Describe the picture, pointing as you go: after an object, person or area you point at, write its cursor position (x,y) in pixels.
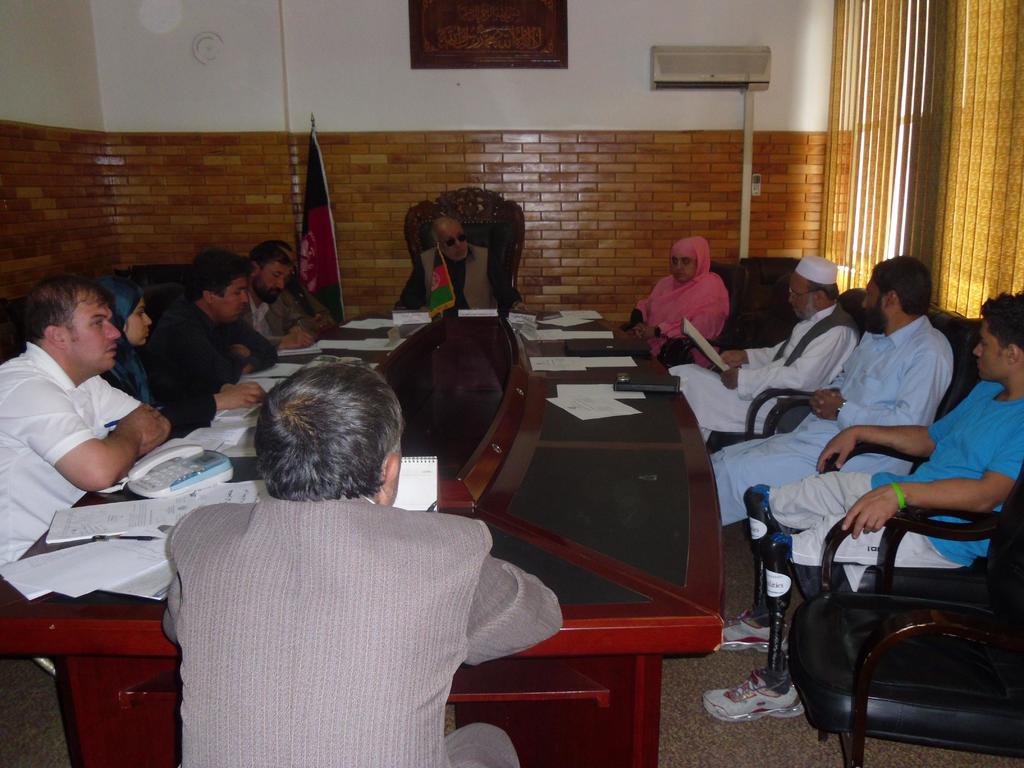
In the image we can see there are people (229,278) who are sitting on chair (780,309) and at the back (490,187) the wall (567,156) is made up of tiles (720,187) and there is a AC (698,73) on the wall (698,96) and there is a photo frame (471,59) on the wall (786,160). The curtains (891,189) are in yellow colour and on table (462,397) there is a flag (441,282), papers (573,418) and telephone (189,476).
